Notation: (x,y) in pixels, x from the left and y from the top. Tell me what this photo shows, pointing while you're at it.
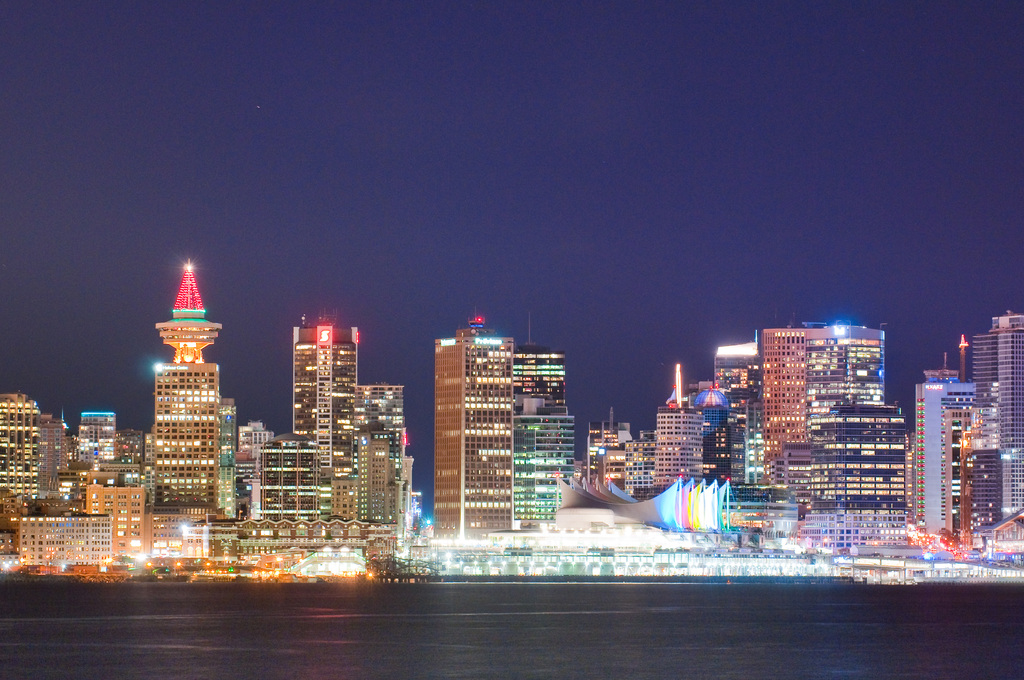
This picture is clicked outside the city. At the bottom (497,639), we see the water (466,619). In the middle (437,428), we see the buildings (258,507), street lights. In the background (194,240), we see the sky (528,260), which is blue in color. This picture might be clicked in the dark.
